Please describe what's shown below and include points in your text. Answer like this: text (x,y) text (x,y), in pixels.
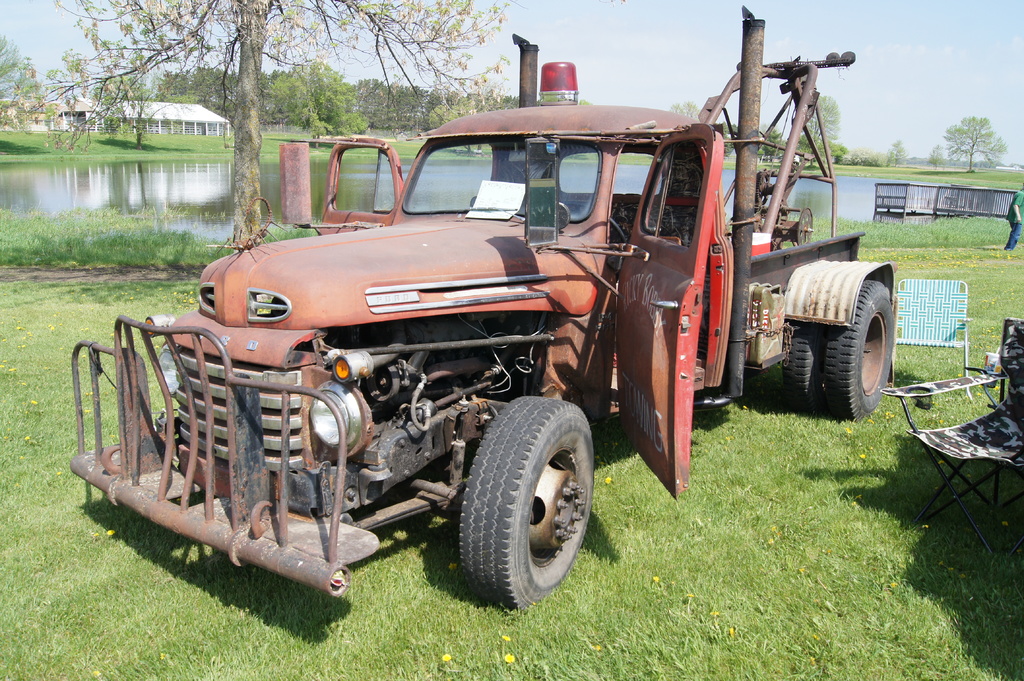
There is a vehicle (554,549) on the grass (844,600). Here we can see chairs (961,310), fence (891,213), water (136,206), trees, houses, and a person (1009,246). In the background (877,45) there is sky (737,46).
